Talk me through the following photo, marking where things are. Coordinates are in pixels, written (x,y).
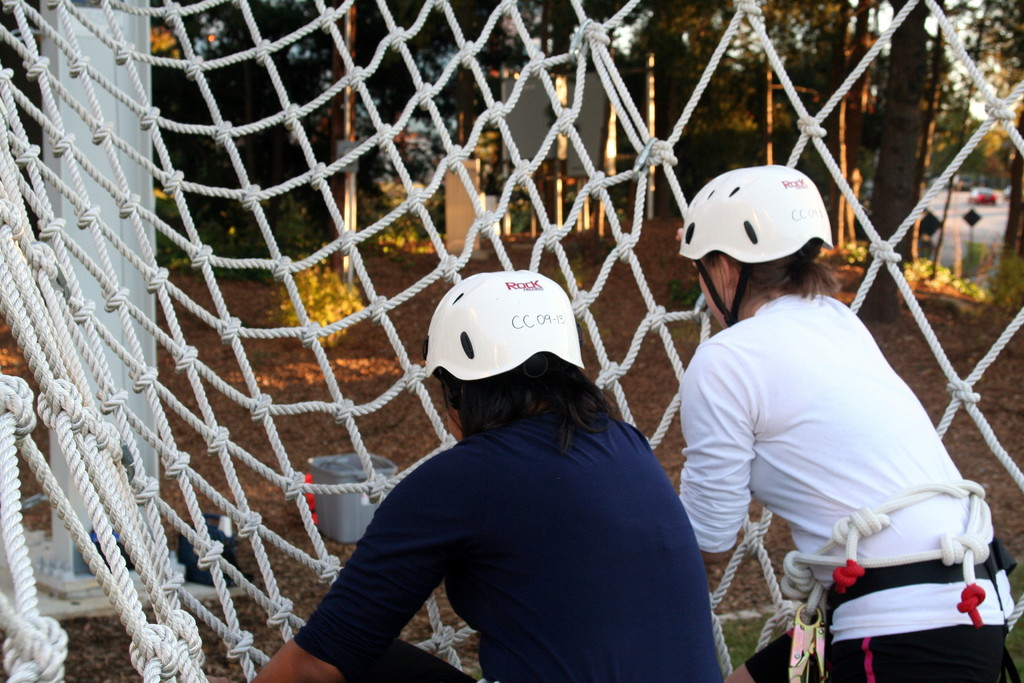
In this image I can see 2 people (556,419) wearing white helmets (513,364). There is a white rope net (668,144) in front of them. There are trees (717,152) and a container (323,519) at the back (343,523).
